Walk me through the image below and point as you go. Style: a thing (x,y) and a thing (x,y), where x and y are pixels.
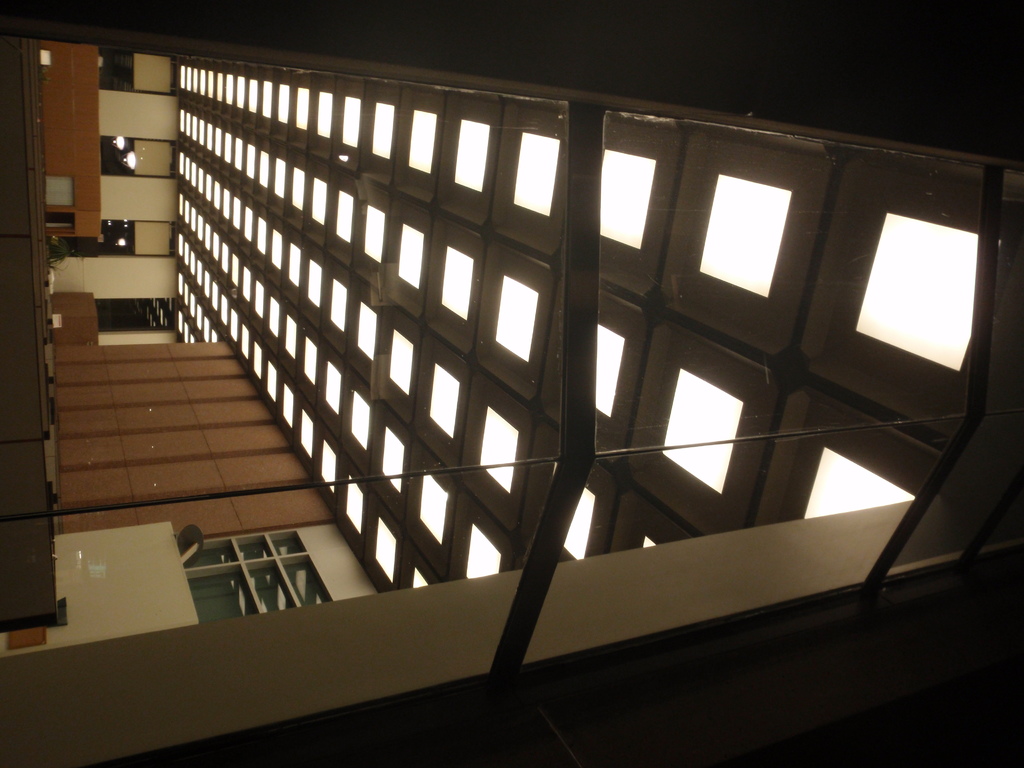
In this image we can see the interior of a building (449,143), which consists of windows (263,553) and there are lights (251,84) in the ceiling (242,165).
